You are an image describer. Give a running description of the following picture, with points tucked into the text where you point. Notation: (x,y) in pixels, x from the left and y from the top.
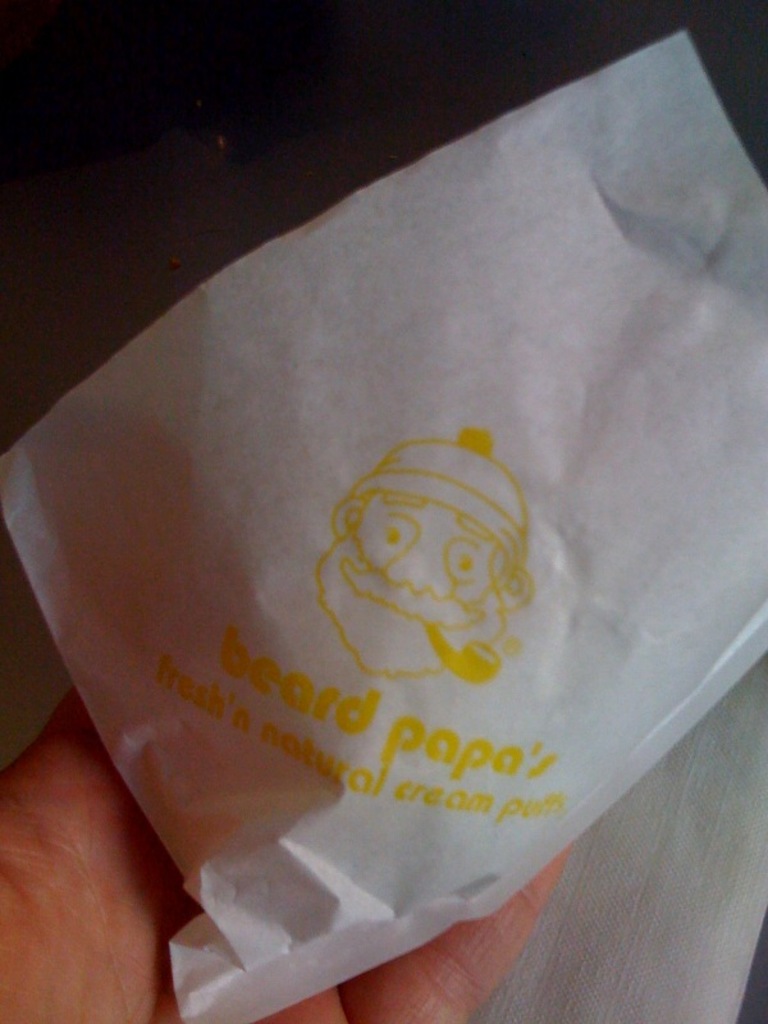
In this picture, we see the hand (165,928) of a human (145,979) holding a tissue paper (392,458) on which "Beard Papa's" is written on it in yellow color. At the top of the picture (296,166), it is black in color.
